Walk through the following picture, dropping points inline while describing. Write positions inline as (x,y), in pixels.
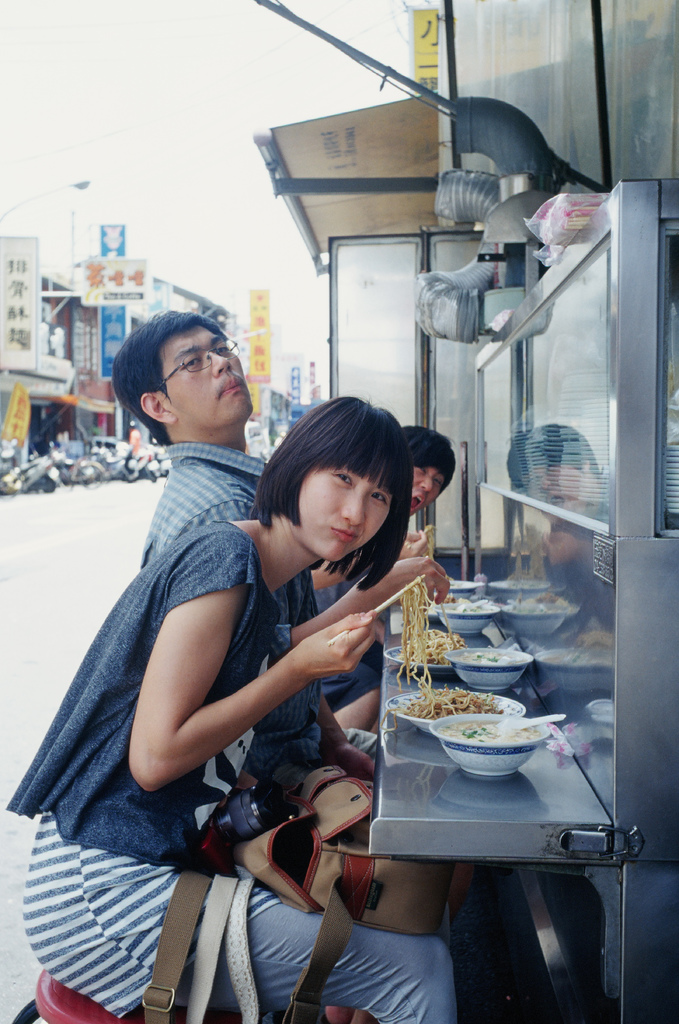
A beautiful woman (155,939) is sitting on the stool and eating the noodles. She wore t-shirt (116,794) and trouser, beside her a man (167,507) is also eating the noodles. On the left side (72,594) there is the road (68,523) and there are buildings (102,404) in this image.
